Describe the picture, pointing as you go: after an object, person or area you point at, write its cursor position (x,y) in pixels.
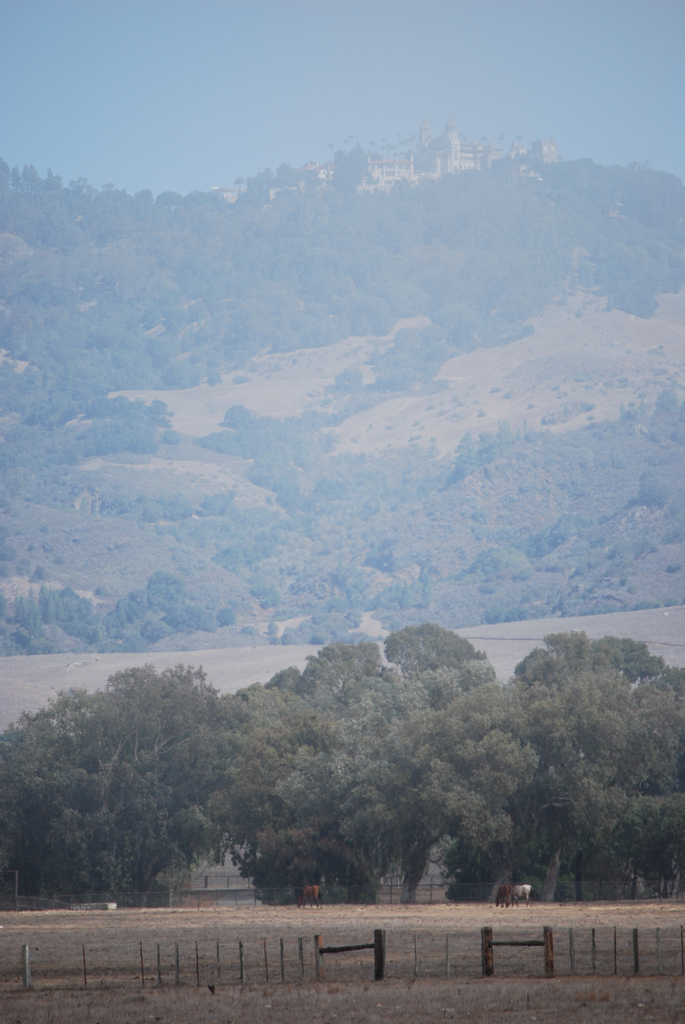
In this image there is a field (412,917), in that field (373,915) there are horses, around the field (256,972) there is fencing (682,931), in the background (457,795) there trees (260,771) and a mountain (475,223) and the sky (341,109).
